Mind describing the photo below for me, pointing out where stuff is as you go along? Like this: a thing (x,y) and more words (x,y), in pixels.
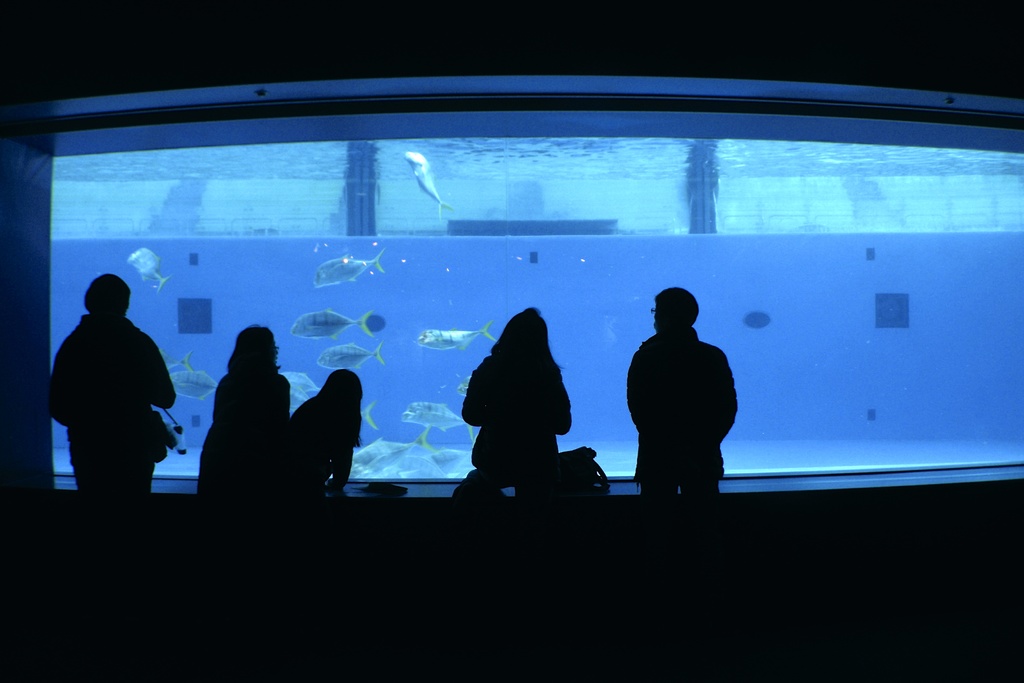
In this picture there are few persons (501,469) standing in front of an aquarium (488,292) which has few fishes (311,316) in it.
